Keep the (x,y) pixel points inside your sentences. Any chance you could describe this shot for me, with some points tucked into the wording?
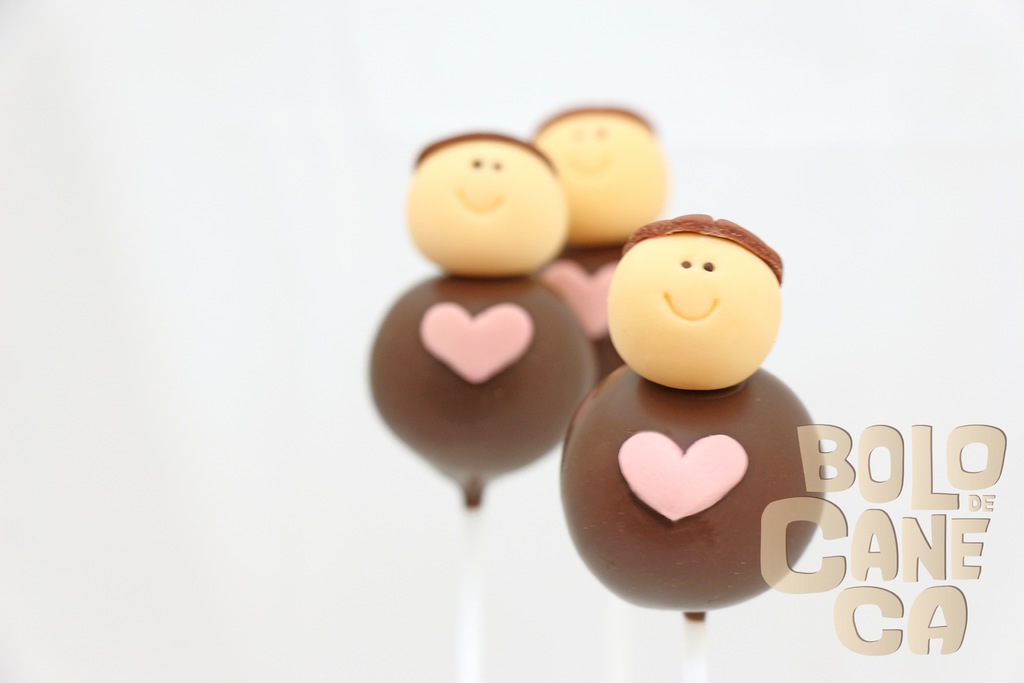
In front of the image there are candy sticks (556,425). There is some text (924,609) at the bottom of the image (934,599).
